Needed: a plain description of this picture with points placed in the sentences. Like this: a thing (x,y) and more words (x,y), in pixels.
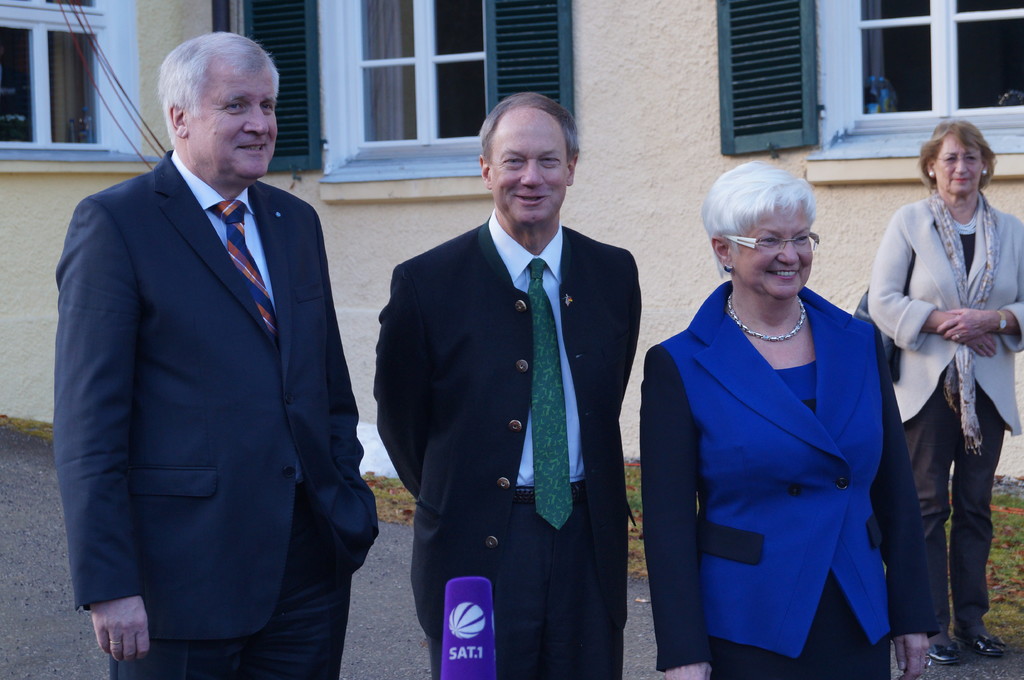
In this image, we can see a few people (964,421). We can see the wall (642,78) with some windows (319,25). We can see the ground (934,677). We can see some grass (1008,561).
